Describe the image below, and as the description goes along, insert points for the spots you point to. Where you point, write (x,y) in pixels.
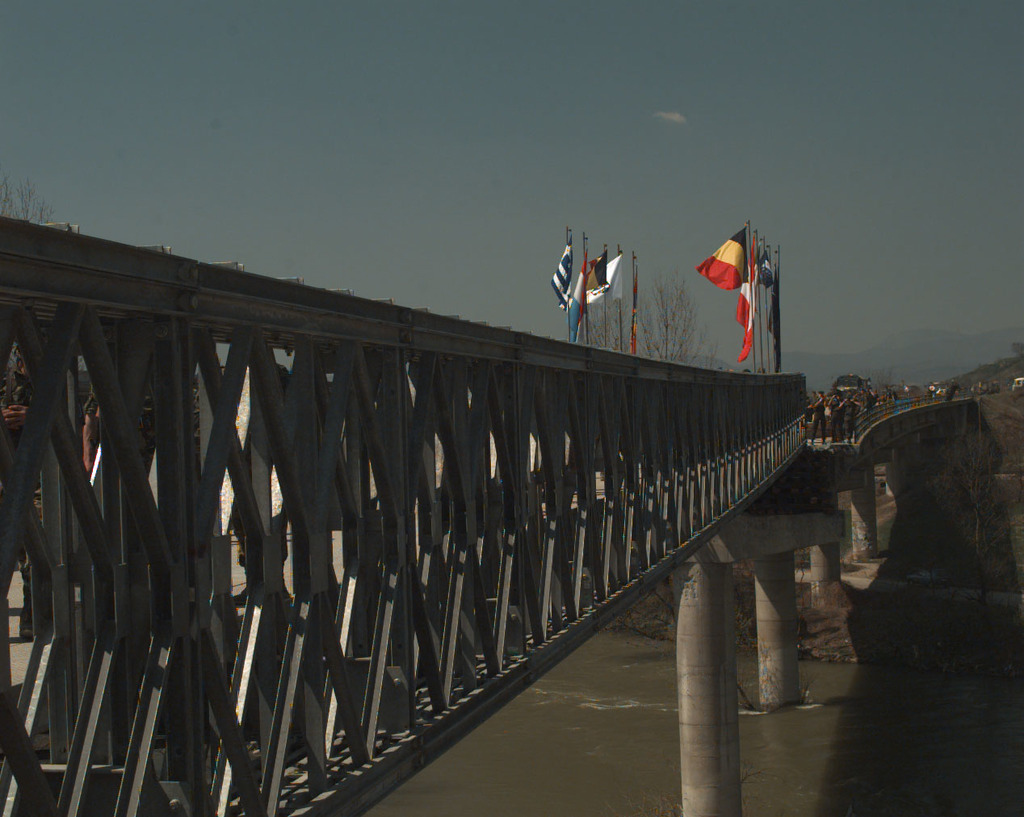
In this picture we can see water (878,757) at the bottom (880,743), on the left side (200,449) there is a bridge (479,657), we can see flags (745,342), trees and some people (861,401) in the background (742,343), there is the sky (782,350) at the top of the picture (781,74).
